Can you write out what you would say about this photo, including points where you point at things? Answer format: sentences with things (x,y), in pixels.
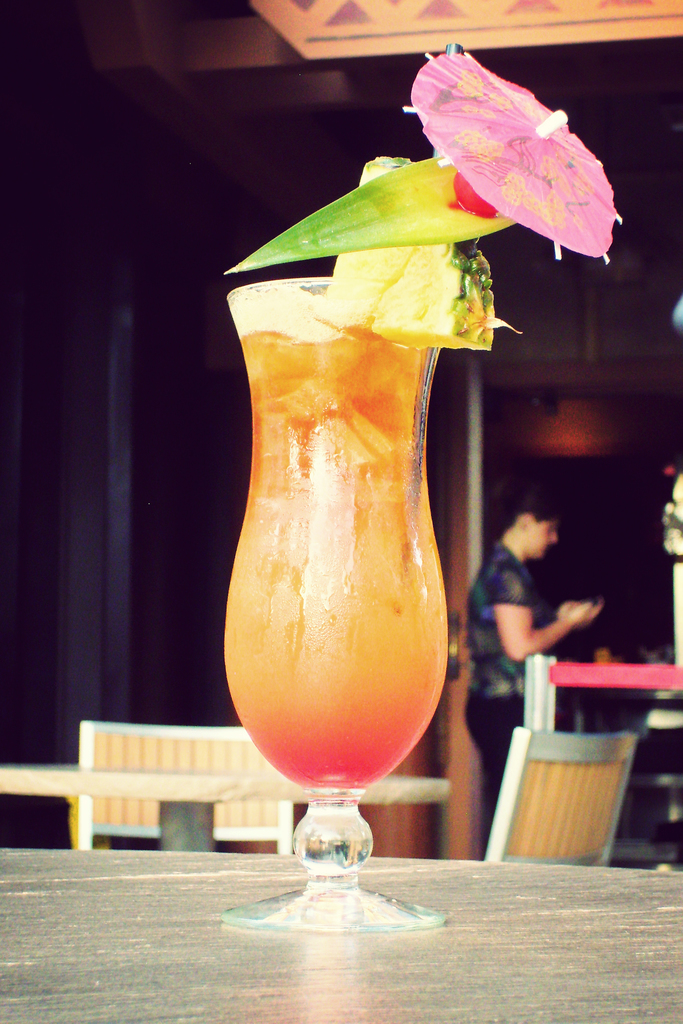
In this image, we can see a glass (339,442) with some liquid (327,520) and objects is placed on a surface (74,874). There are some chairs (554,839) and a table (590,688). We can see a person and a pole (530,688) with a banner (557,680). We can see the roof (361,21).
